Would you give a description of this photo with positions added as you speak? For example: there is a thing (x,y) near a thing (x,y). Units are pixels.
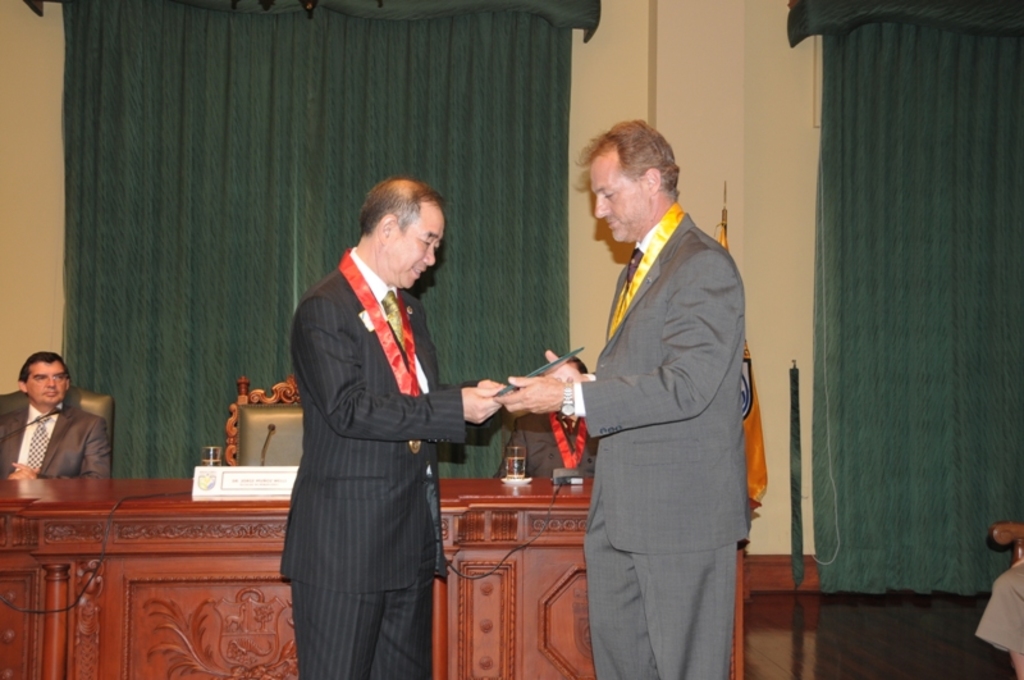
In the picture we can see two men (368,502) are standing and one man (314,509) is presenting something to the other, they are in blazers (661,266), and the tags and behind them, we can see the desk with some name boards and behind it, we can see some chairs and two people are sitting on it and in the background (168,456) we can see the wall (777,507) with two curtains (874,138) which are green in color.
